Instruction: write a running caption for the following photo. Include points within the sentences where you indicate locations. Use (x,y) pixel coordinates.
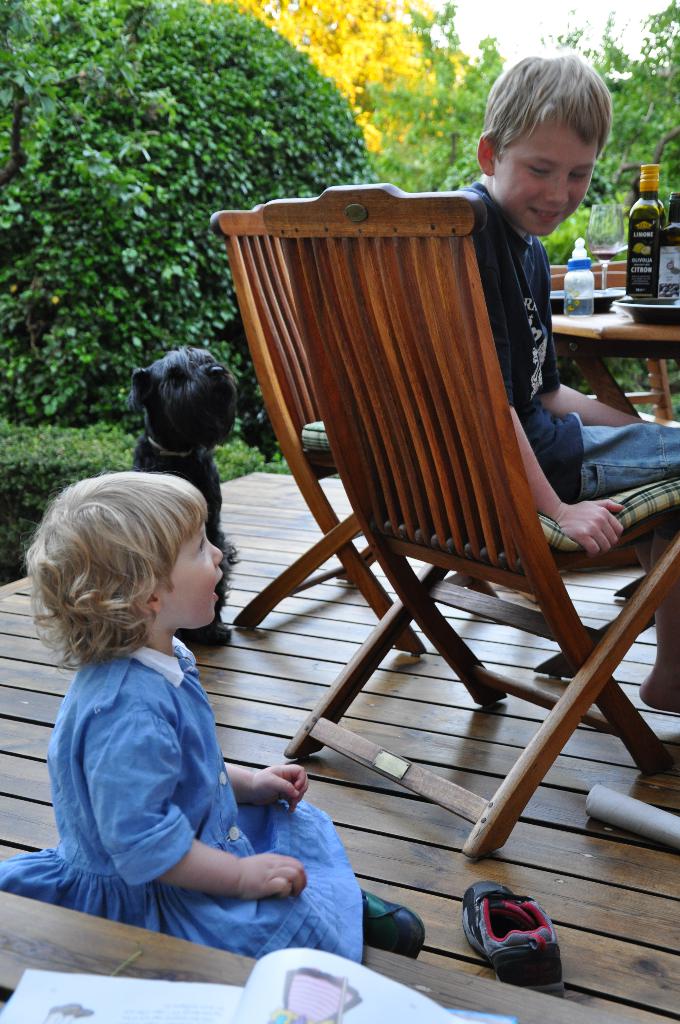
In this image I can see a child (220,812) and dog (213,492) sitting on the floor (255,655). On the chair (337,261) the boy (551,446) is sitting. On the table (597,342) there is bottle (631,292), plate (653,309) and a milk bottle (581,284). At the back side (208,127) there are trees (156,94).
